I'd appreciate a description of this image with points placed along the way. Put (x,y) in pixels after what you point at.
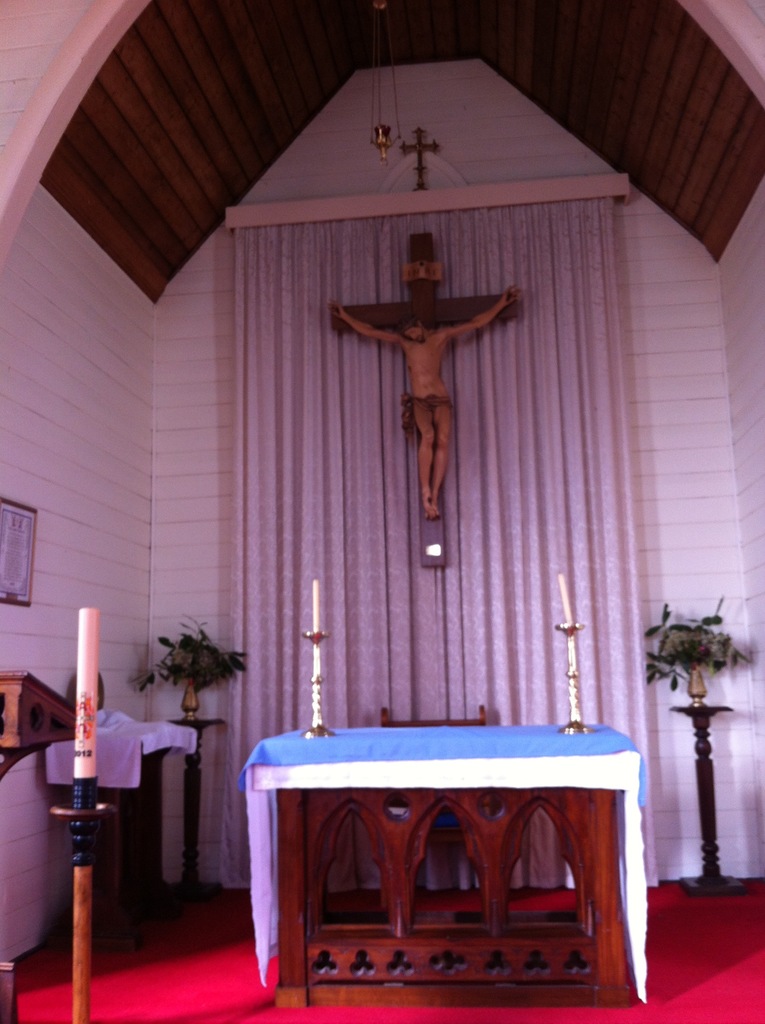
In this image we can see a statue (411,251) on the curtain (432,698), there are some stands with flower vases (194,667) on it, also we can see a table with some objects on it, there is a photo frame (19,597) on the wall (148,638) and also we can see a cross symbol (417,131), pole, cloth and some other objects (156,773).
